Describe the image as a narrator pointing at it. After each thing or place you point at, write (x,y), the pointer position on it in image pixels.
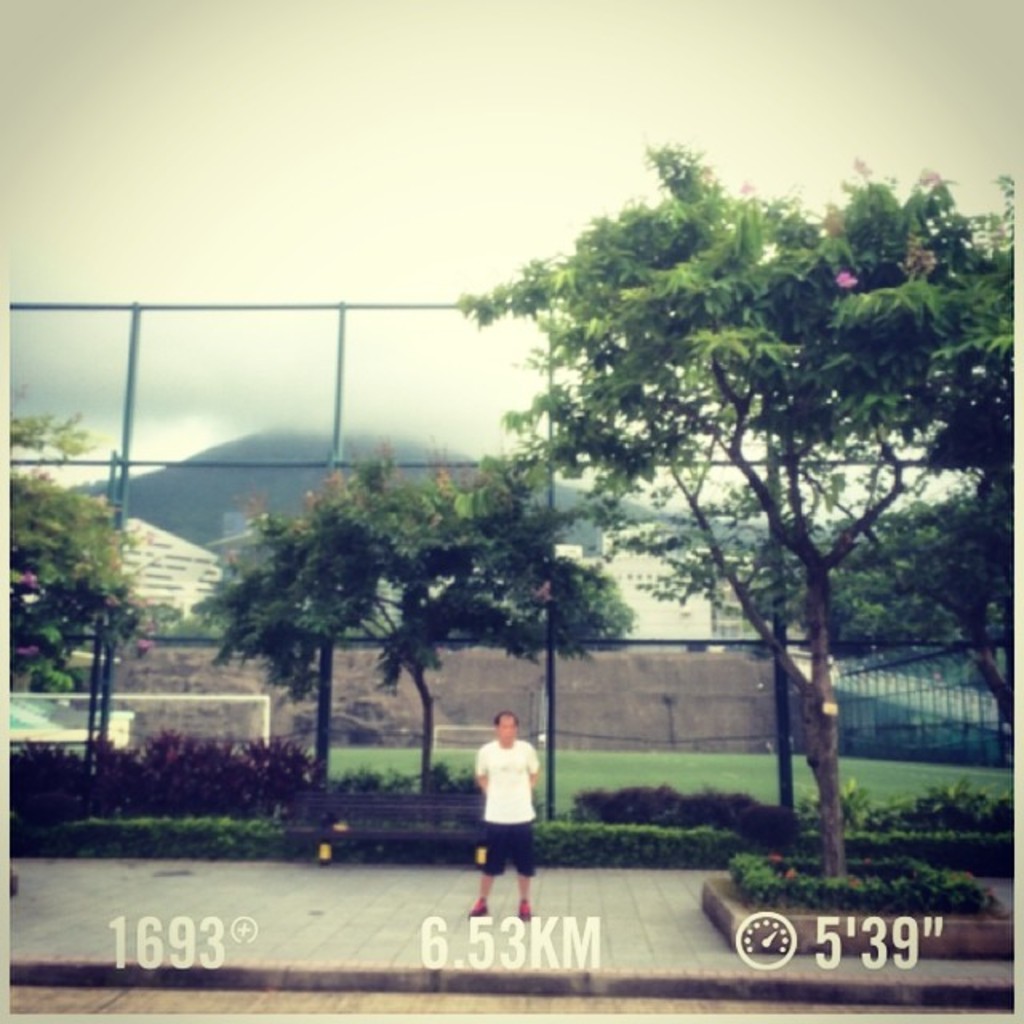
In the foreground (351,980) I can see a text (199,949), a person (491,844) is standing on the road (696,876), plants (258,838) and trees (839,805). In the background (587,532) I can see a fence (326,703), houses (206,609) and mountains (314,476). On the top (318,207) I can see the sky (331,282). This image is taken near the park (677,830).
